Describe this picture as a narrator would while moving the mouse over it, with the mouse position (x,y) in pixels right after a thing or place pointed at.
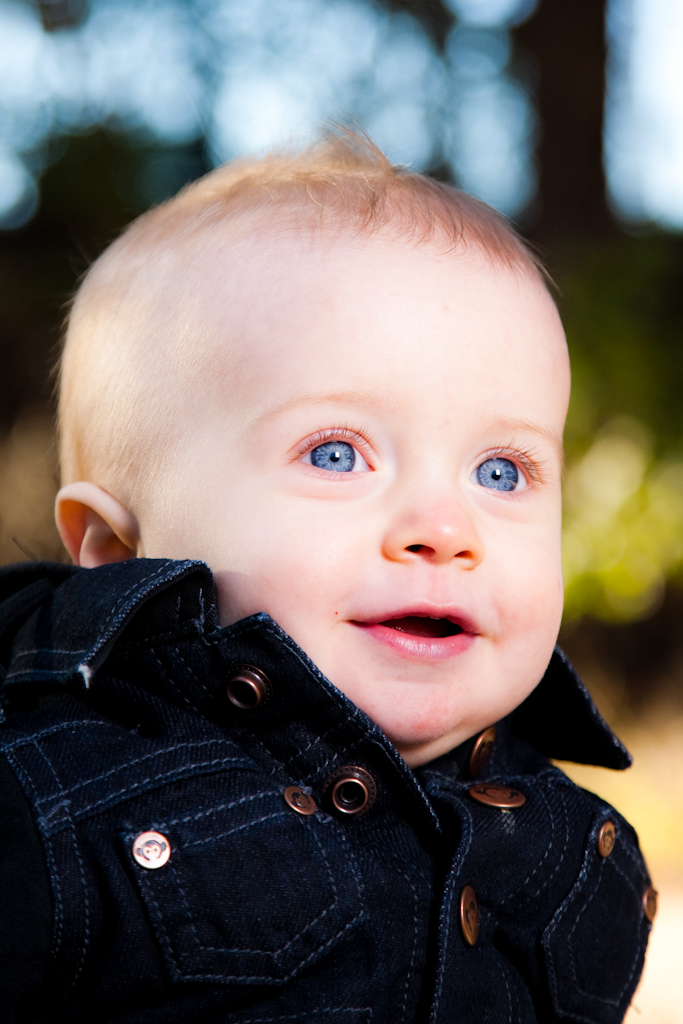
In this image I can see a baby (230,524) wearing black color dress (210,770). Background (474,80) is blurred.
